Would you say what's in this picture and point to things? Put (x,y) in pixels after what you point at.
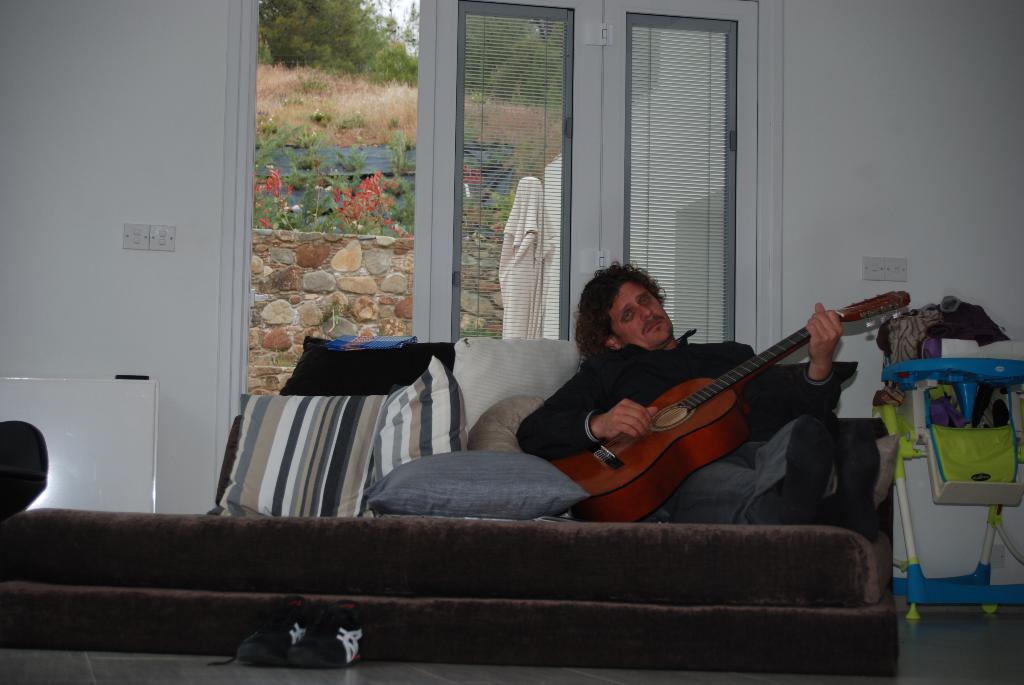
In this picture we can see a man (699,470) who is sitting on the bed (735,555). He is playing guitar (684,417). These are the pillows (403,444). On the background (297,272) there is a wall (359,273). This is the door (633,116). Even we can see some trees (282,44) here. And these are the shoes (323,645) and this is floor (438,674).
